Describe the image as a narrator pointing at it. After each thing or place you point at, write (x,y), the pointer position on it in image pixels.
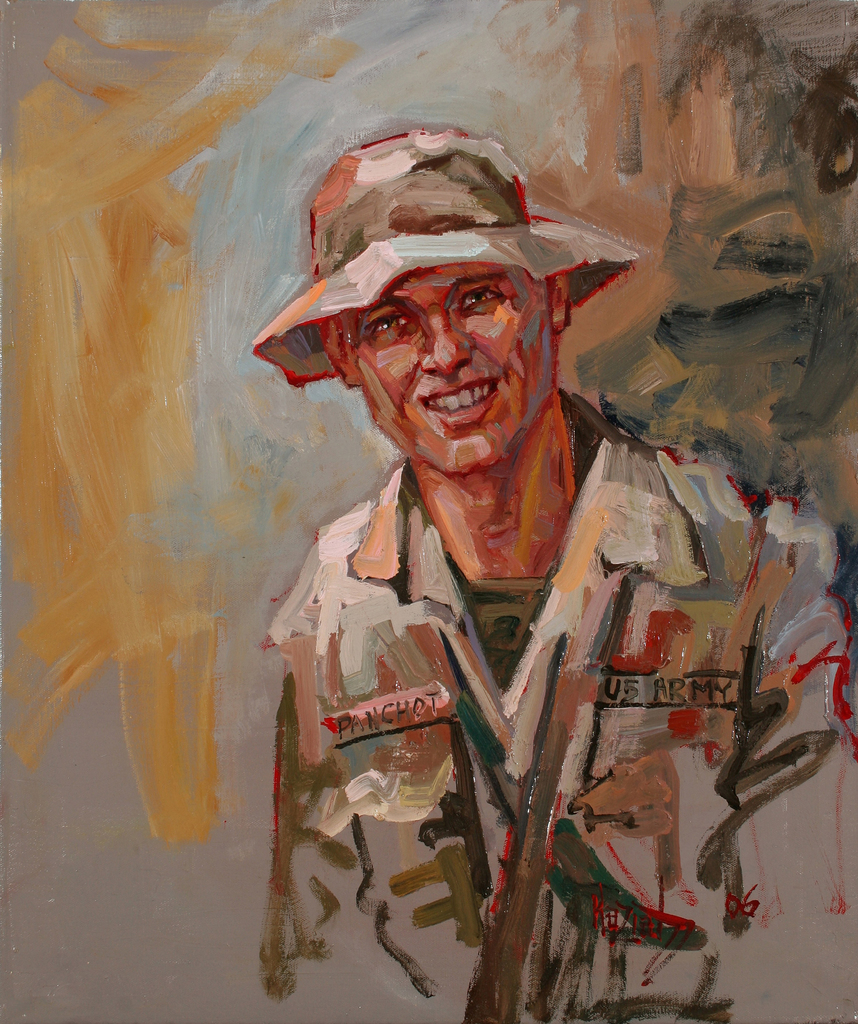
In this image, we can see a painting (674,508) of a man (661,557) wearing a hat (473,253). In the background (58,441), we can see some different colors.
